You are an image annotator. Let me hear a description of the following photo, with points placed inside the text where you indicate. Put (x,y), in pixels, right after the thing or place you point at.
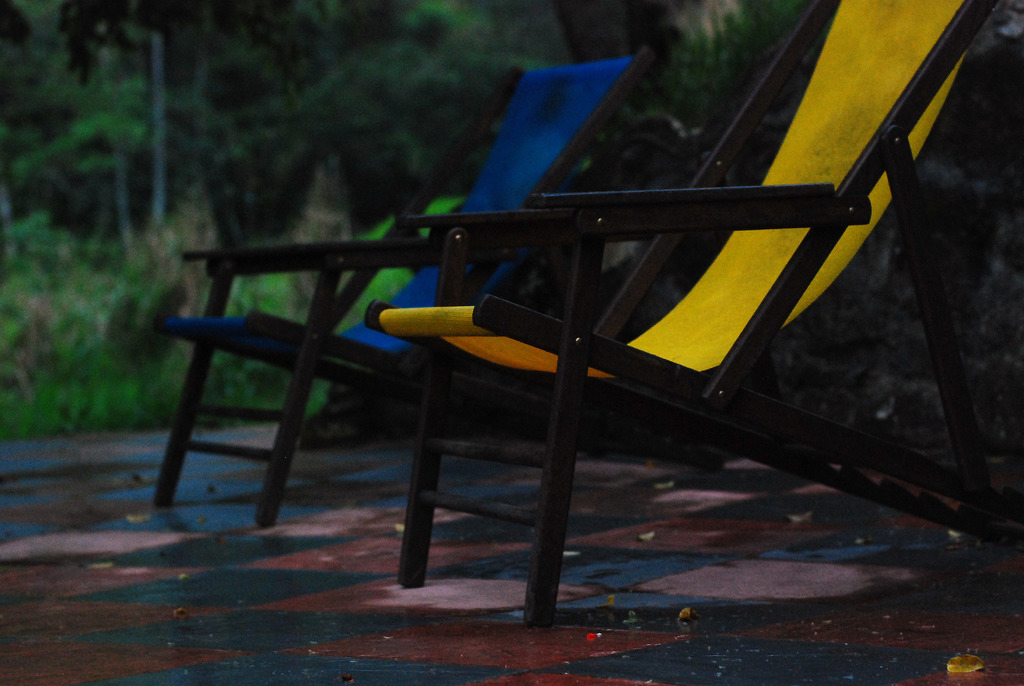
In this image we can see two chairs (522,220) placed on the ground (701,518). In the background (156,190), we can see some trees (263,165).
